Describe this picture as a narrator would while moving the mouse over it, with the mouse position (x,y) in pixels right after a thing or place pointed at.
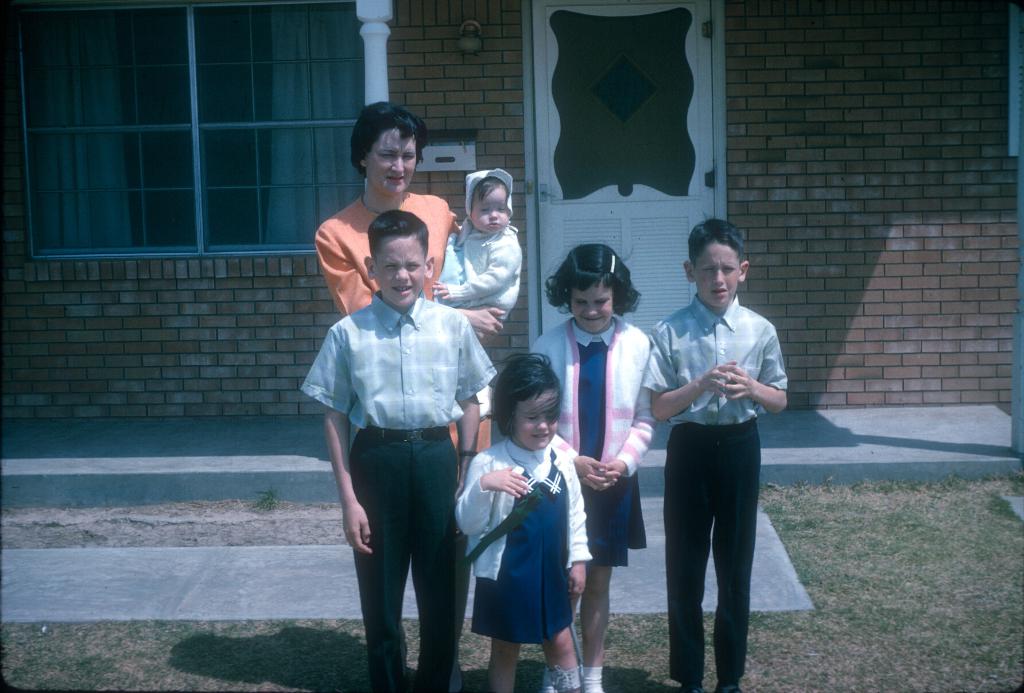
There are few children (486,375) and a lady (435,250) holding a baby (469,253) is standing. On the ground (182,624) there is grass (867,552). In the back (571,122) there is a building (286,147) with door (573,107), brick wall (890,107) and windows (246,163). Through the windows (118,92) we can see curtains (281,72).
